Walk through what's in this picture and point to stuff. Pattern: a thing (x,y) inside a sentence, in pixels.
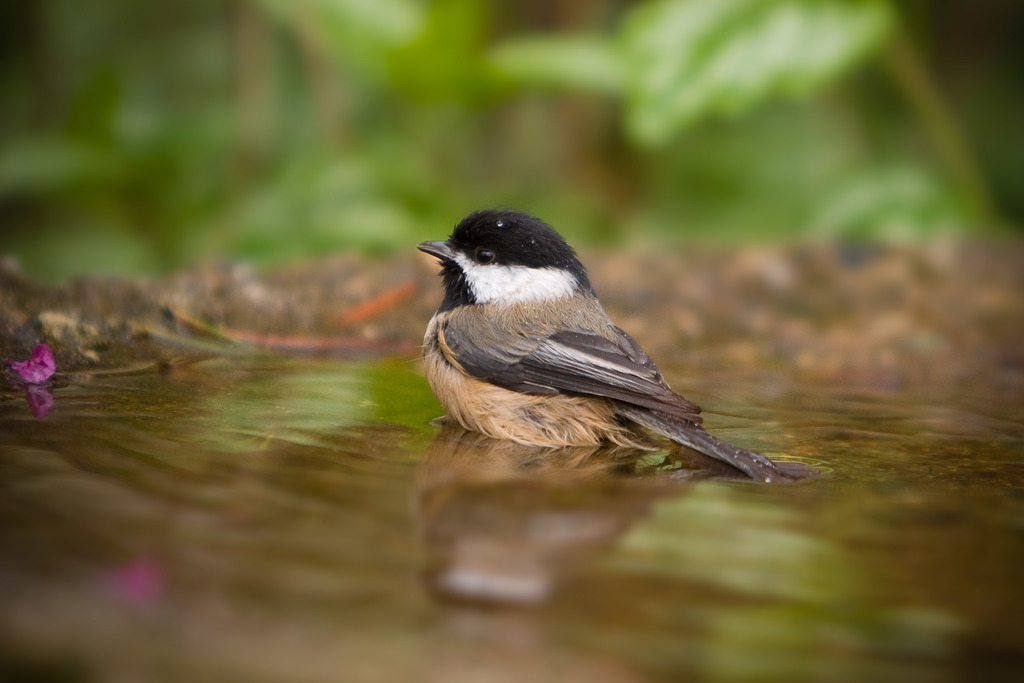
In this picture we can see a bird (508,429) in the water (449,497) and behind the bird (515,337) there is the blurred background (832,160).
